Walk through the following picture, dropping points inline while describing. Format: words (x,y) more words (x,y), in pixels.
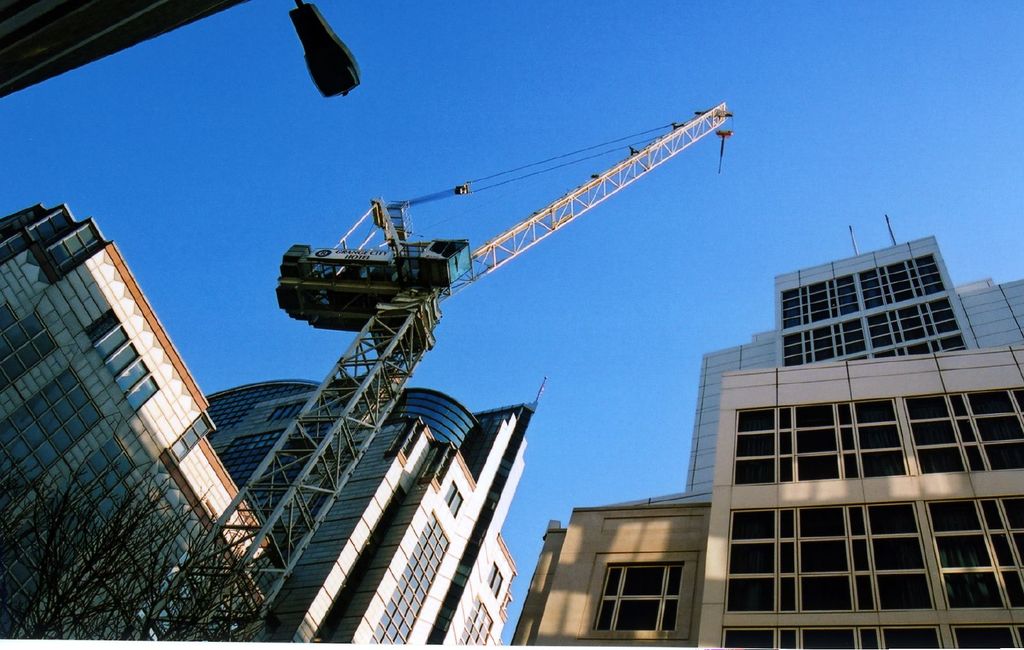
In this image I can see a tree (133,529), a huge crane (222,537) and few buildings (413,446). In the background (664,363) I can see the sky (844,50).
